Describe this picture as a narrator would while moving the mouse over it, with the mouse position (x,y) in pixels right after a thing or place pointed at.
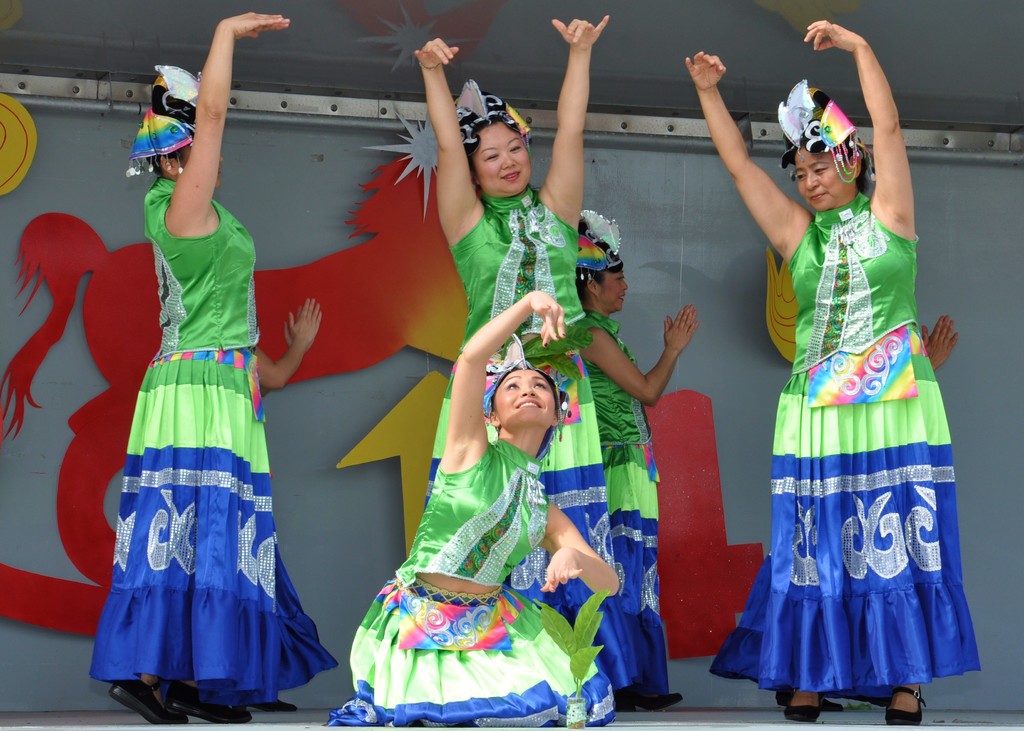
In this image, we can see persons (441,569) wearing clothes (471,266) and dancing in front of the wall (668,166).
